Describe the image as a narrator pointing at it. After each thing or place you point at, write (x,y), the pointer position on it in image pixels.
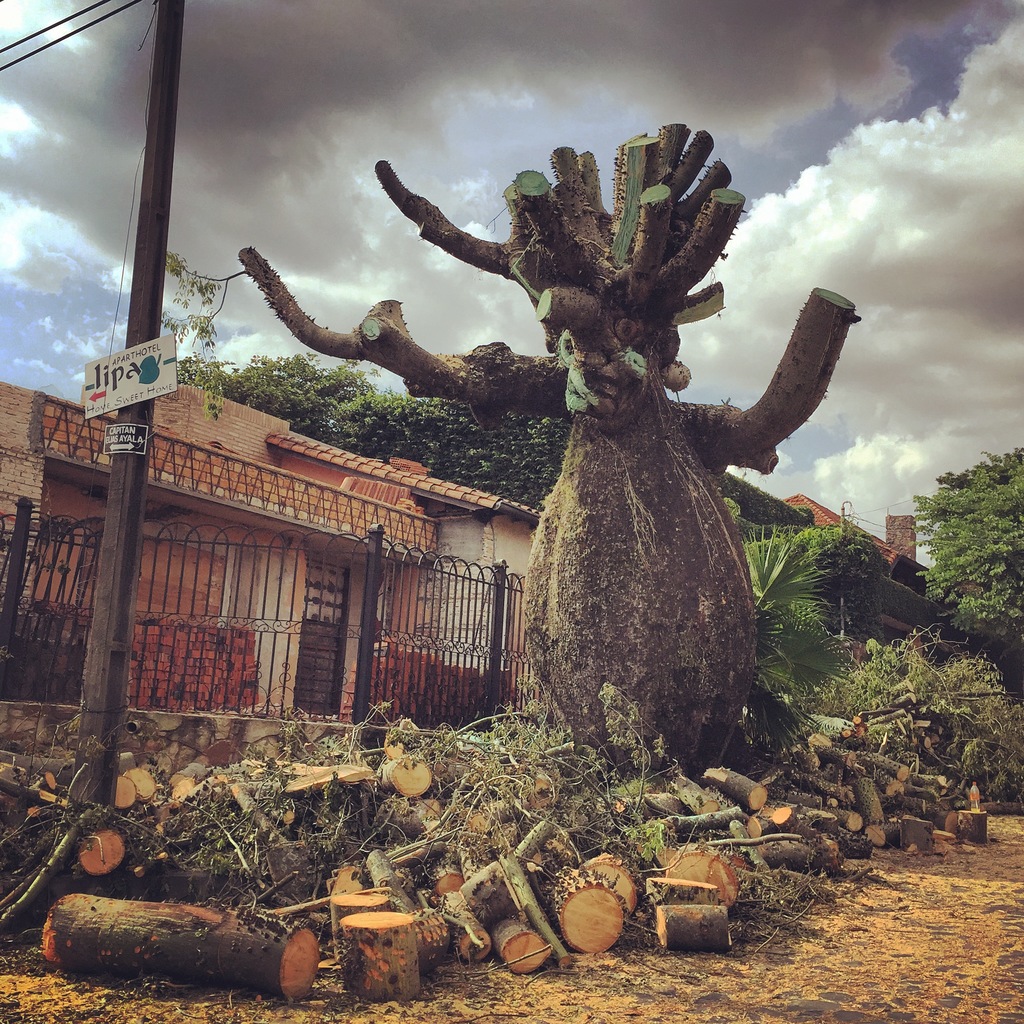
In this image we can see some wood (669,809), plants (825,648), trees (481,445), buildings (335,570), fence (372,579) and wires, there is a pole (144,420), on the pole (138,409) we can see a poster (144,383) and other object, in the background (853,246) we can see the sky (277,84) with clouds (828,501).
